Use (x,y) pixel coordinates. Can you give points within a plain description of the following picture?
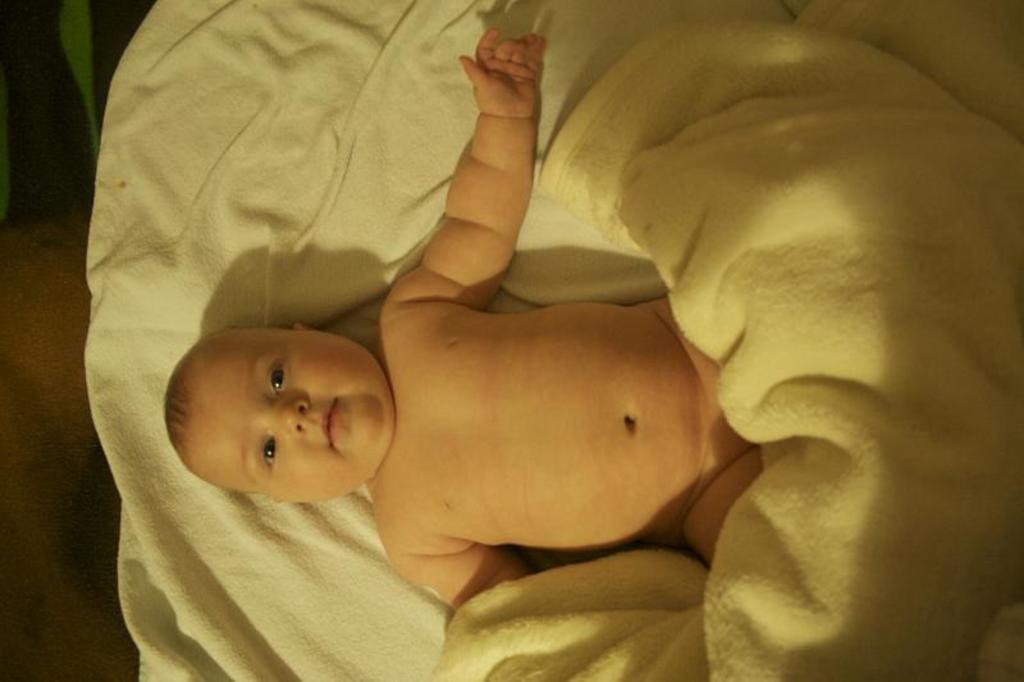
In the center of the image (414,387) we can see one baby (524,433) lying. On the baby (571,440), we can see one blanket (643,627).
